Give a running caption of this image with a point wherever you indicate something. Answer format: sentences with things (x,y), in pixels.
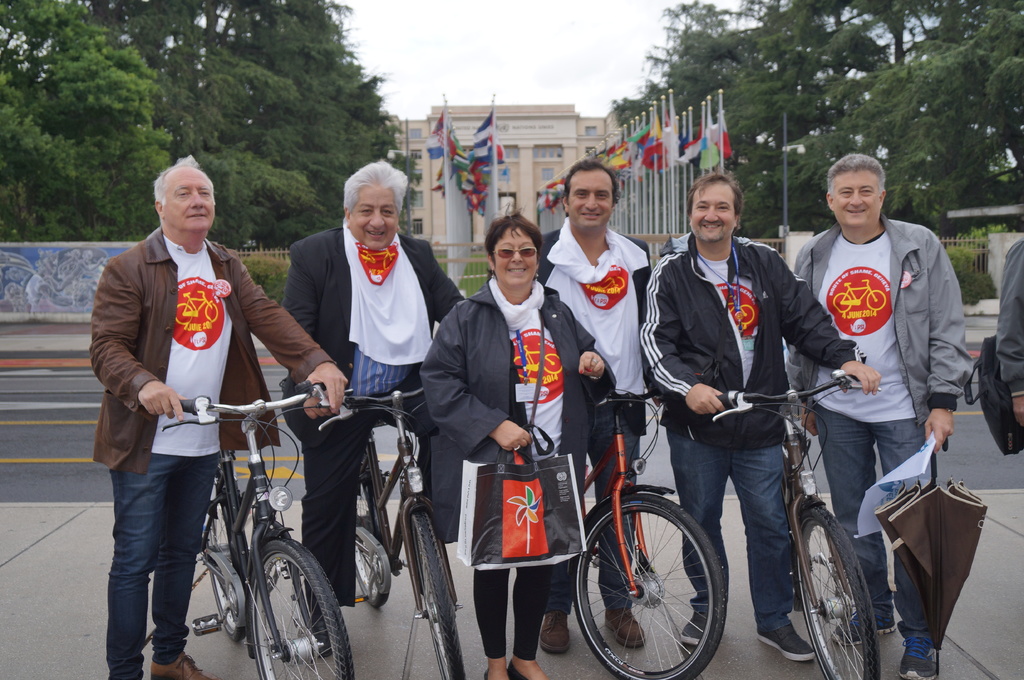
There are five men (314,289) and one lady (542,361). The lady (524,401) is standing and holding a bag (519,528). Men (780,489) are standing and holding a bicycle (803,486). The men (848,466) in the right corner (864,466) is holding umbrella (936,534) in his hand (936,439). Behind them there is a building (561,154) with many flag poles (672,157). In the background (203,90) we can see many trees (809,110) and road (26,446).
